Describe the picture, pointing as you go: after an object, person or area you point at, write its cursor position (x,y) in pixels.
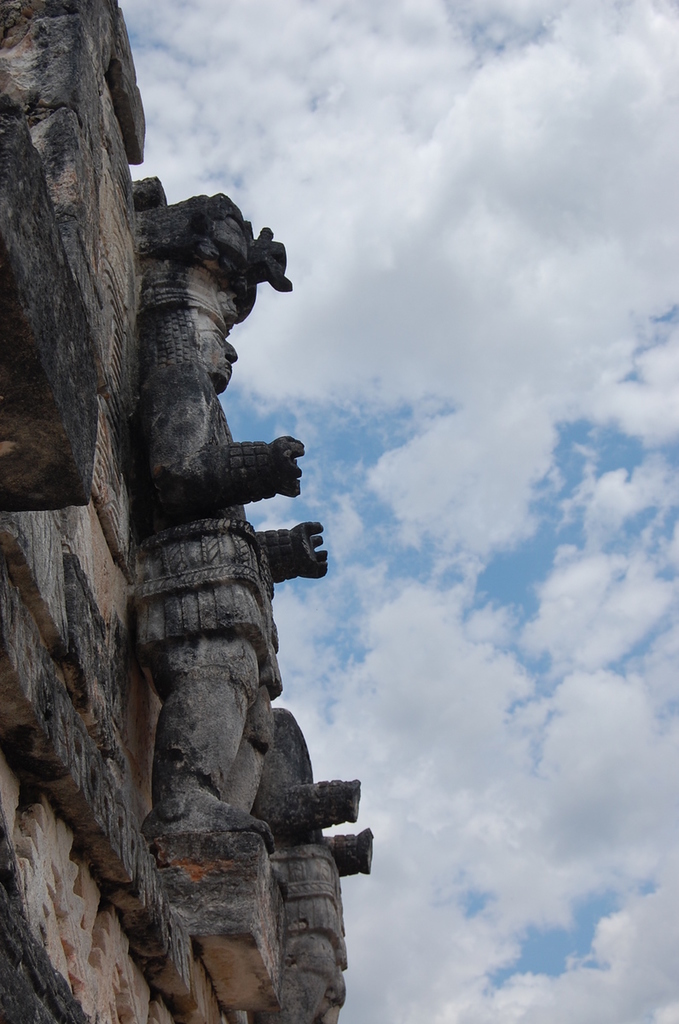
In this image, I can see the ancient sculpture (147,454) from an archaeological site (210,954). These are the clouds (266,157) in the sky (543,659).
